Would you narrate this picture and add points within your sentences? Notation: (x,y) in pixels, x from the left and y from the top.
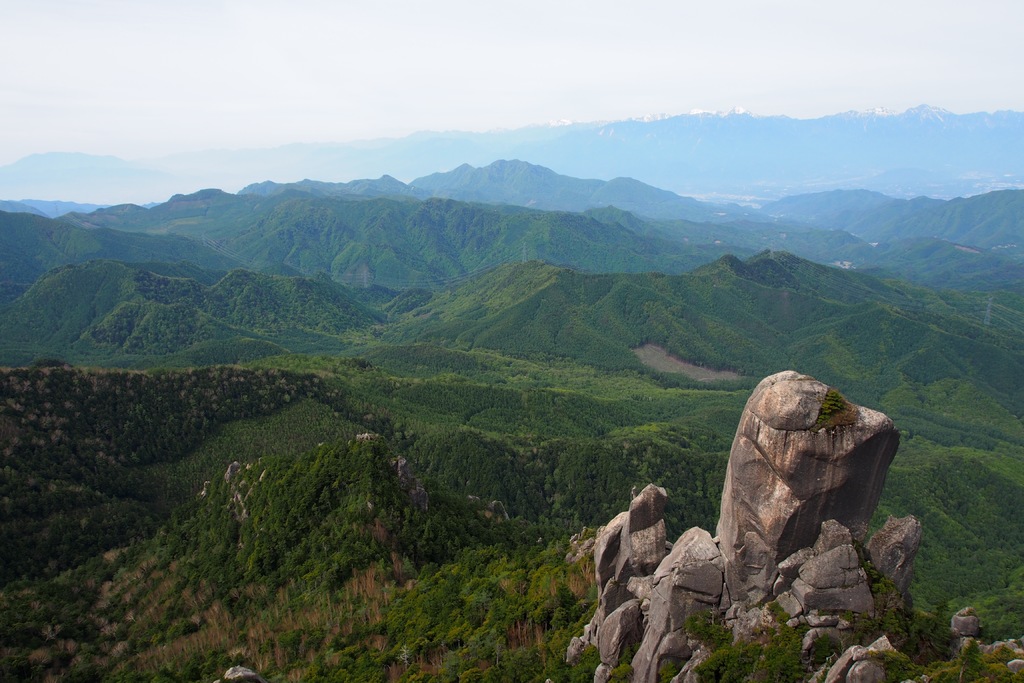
There are rocks (792,496) at the bottom side (797,466) and there are mountains (563,244) and sky (595,112) in the background area (541,208).
